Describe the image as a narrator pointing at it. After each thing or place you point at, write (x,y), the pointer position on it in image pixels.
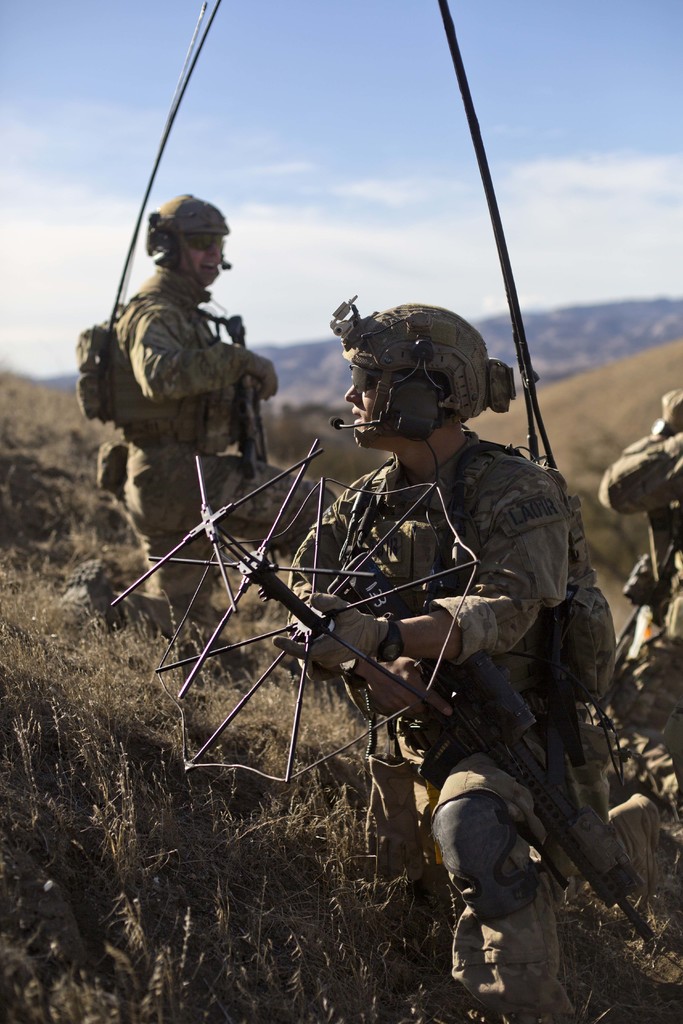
In this picture we can observe some people (219,480) on the ground (39,506). There is some dry grass (81,712). In the background (550,399) there are hills (569,341) and a sky (314,189) with some clouds (441,257).
